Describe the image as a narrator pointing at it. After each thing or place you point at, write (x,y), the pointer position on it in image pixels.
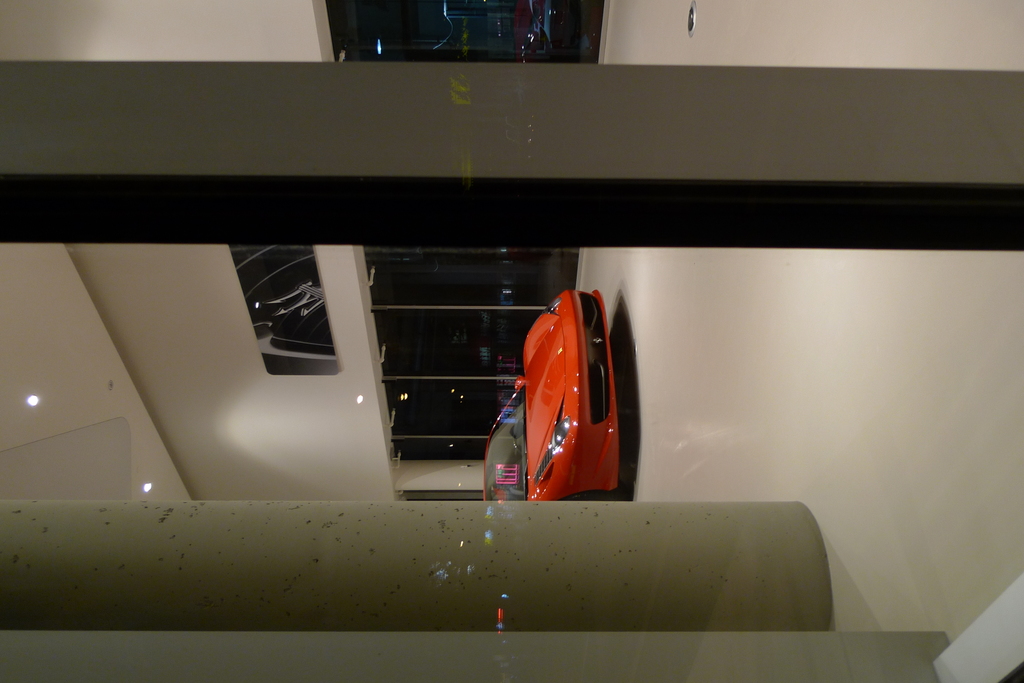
In this image we can see a car (544,422) which is in red color is in the showroom (411,373), we can see glass doors (435,302), there are some pillars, light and a wall (196,488).
